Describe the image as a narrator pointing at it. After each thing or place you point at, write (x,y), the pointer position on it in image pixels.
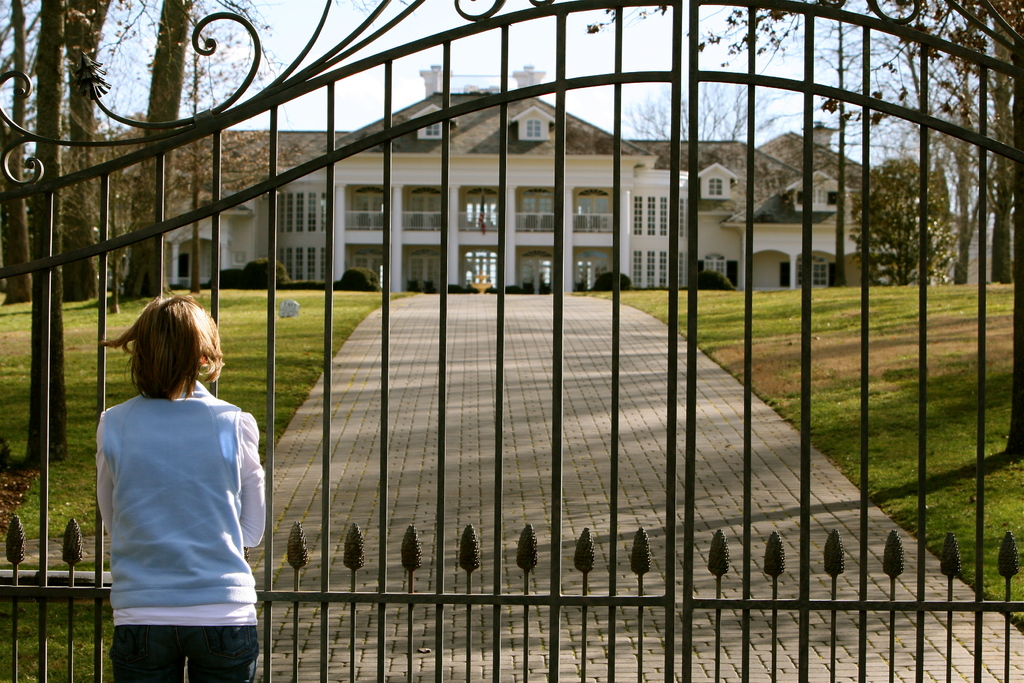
In the image I can see a person (245,527) who is standing in front of the gate (467,575) and also I can see a building (515,164) and some trees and plants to the other side of the gate (389,144).
